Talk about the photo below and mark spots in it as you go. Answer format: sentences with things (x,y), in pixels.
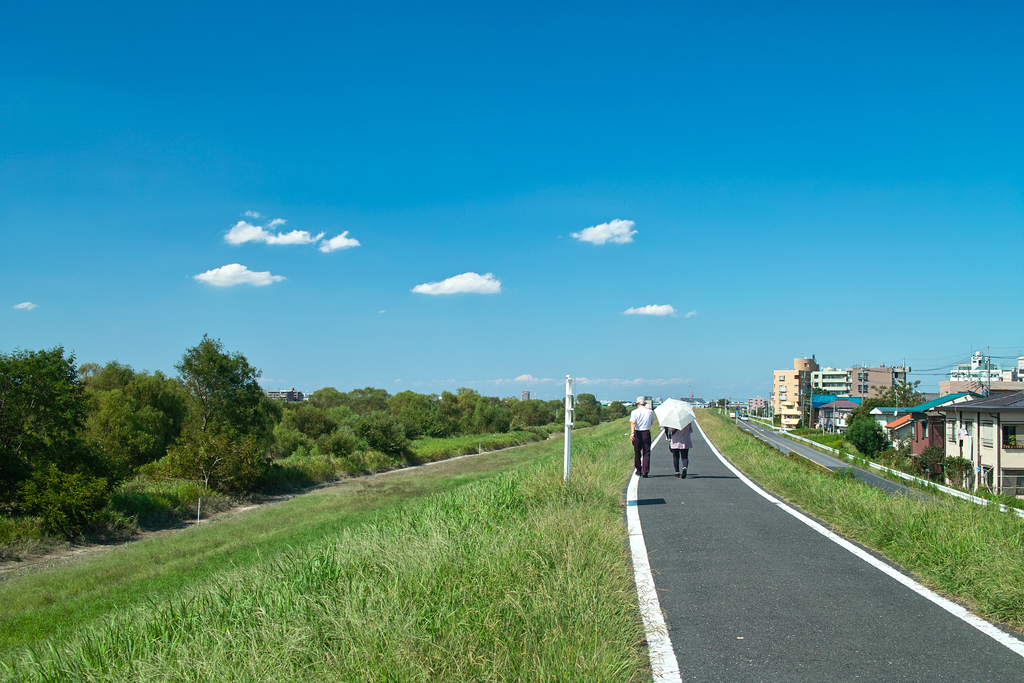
In the image there is a road (654,536) with two people (675,446). And there's grass (503,584) on the ground (386,547) and there are trees (595,401). On the right side of the image (865,386) there are many buildings (850,385). At the top of the image (394,180) there is a sky (310,290) with clouds (479,278).
